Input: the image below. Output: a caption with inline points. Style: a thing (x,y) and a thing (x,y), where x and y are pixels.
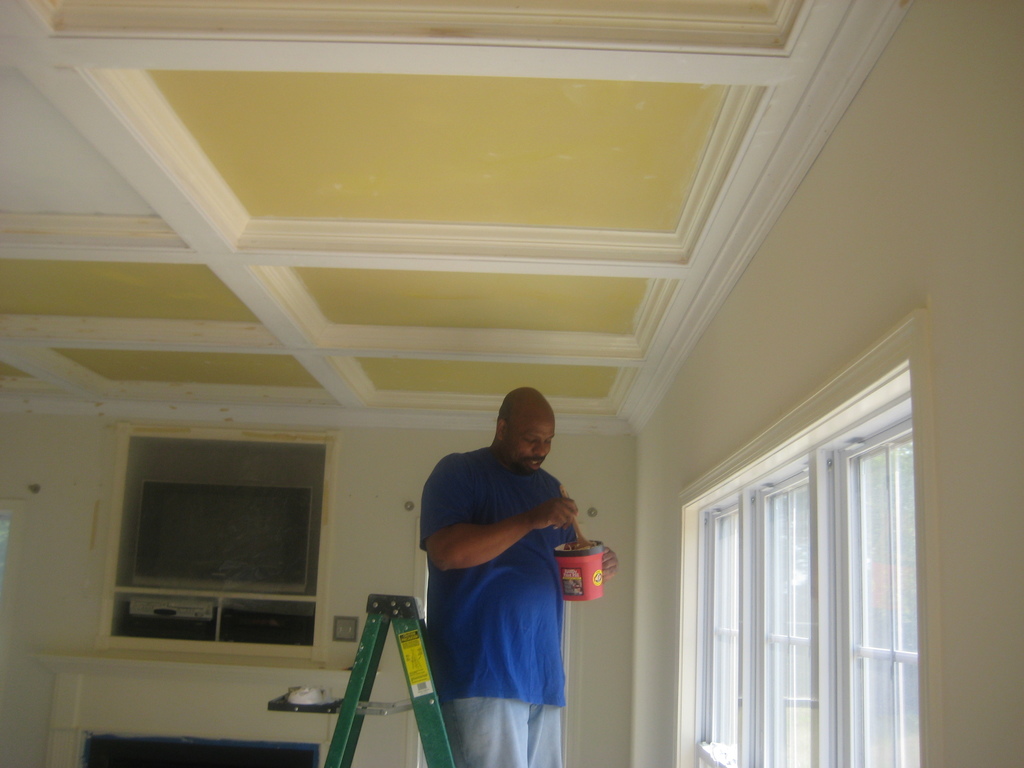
Here in this picture we can see a person (517,624) standing on a ladder (363,706) present over there and he is holding red colored box (567,554) in his hand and in front of him we can see windows (881,546) present over there and behind him we can see some racks (234,457) present over there.
